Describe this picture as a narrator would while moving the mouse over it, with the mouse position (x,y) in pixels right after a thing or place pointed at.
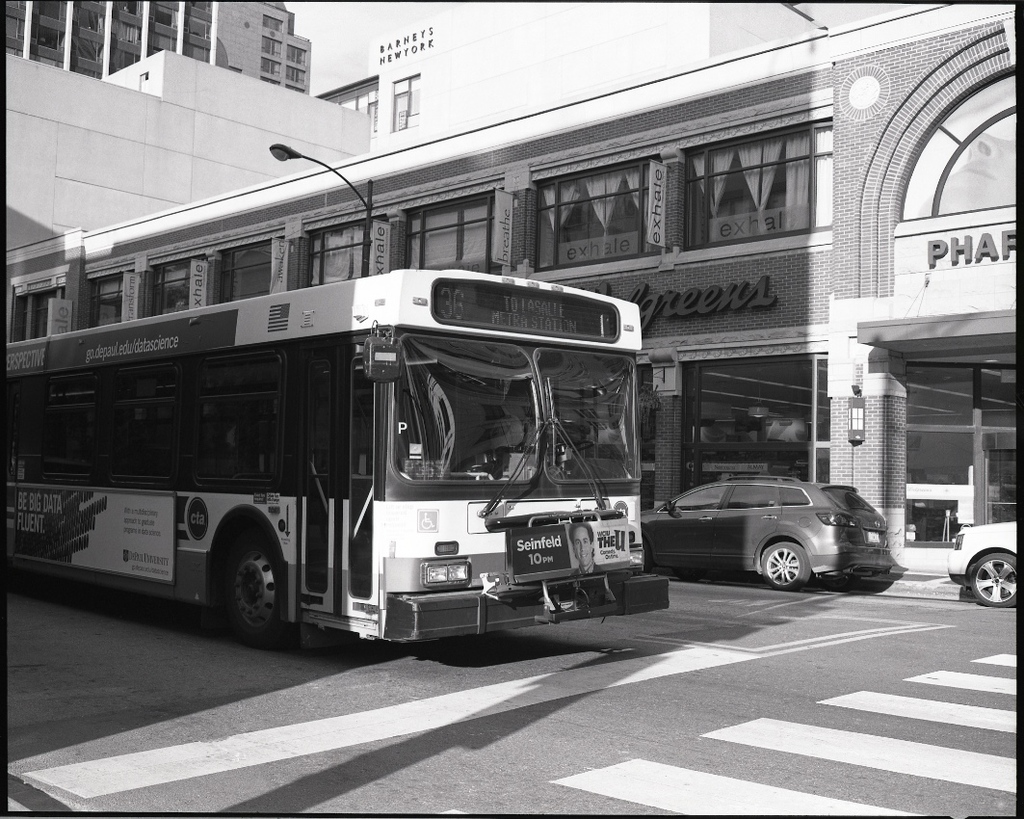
In this image we can see a bus (551,549) and cars (671,563) on the road (576,665). In the background (214,187) there are buildings (460,233) and a pole (370,213).
